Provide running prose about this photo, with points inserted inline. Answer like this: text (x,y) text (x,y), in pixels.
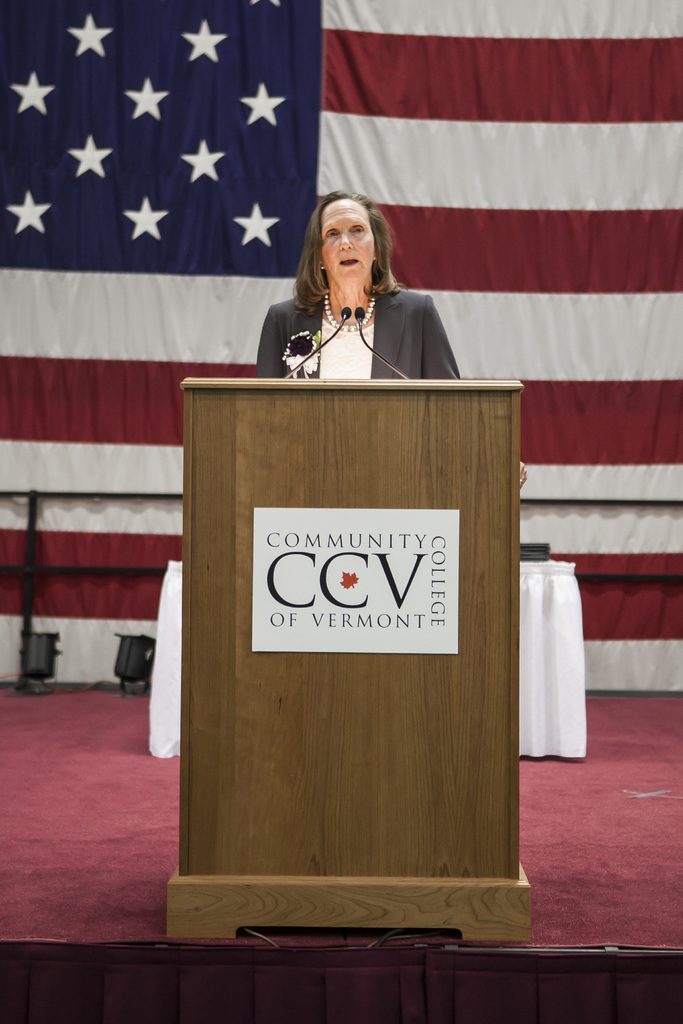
In this image I can see a woman (347,357) wearing white and black colored dress (350,348) is standing behind the podium (351,412) which is brown in color. I can see two microphones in front of her. In the background (609,220) I can see a flag (531,112) which is white, blue and red in color and the red colored stage (86,794).
